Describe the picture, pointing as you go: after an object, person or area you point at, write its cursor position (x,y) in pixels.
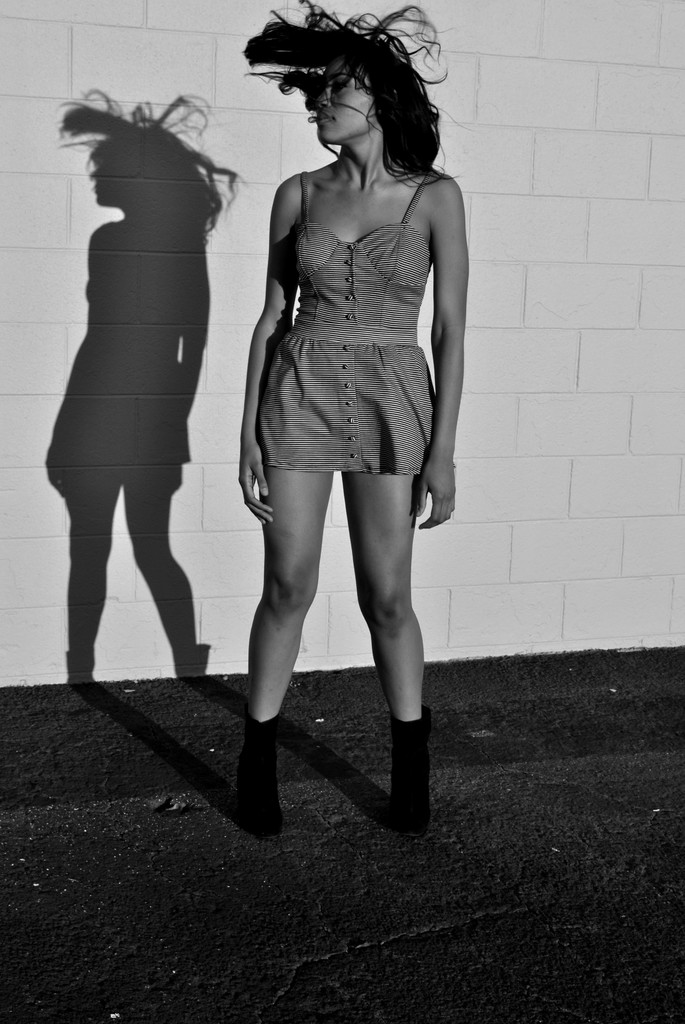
This is a black and white image and here we can see a lady (312,417) standing. In the background (154,274), there is a shadow (136,368) on the wall (178,577). At the bottom (396,941), there is a road (411,933).
